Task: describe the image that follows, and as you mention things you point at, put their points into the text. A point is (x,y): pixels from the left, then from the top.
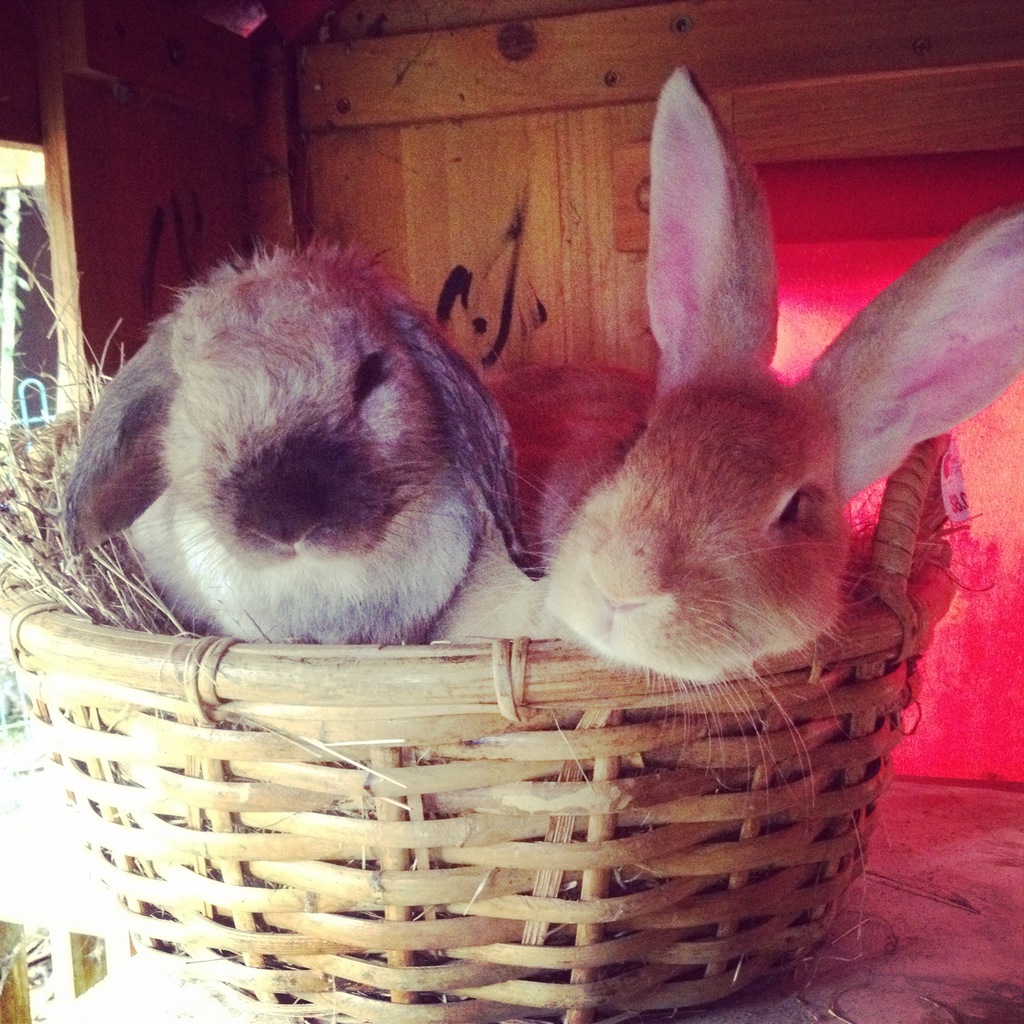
In this picture there are two rabbits (311,447) in a basket (268,705). In the basket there is grass (58,450) also. In the background (311,121) there is wooden wall (525,197) and red curtain (877,275).
